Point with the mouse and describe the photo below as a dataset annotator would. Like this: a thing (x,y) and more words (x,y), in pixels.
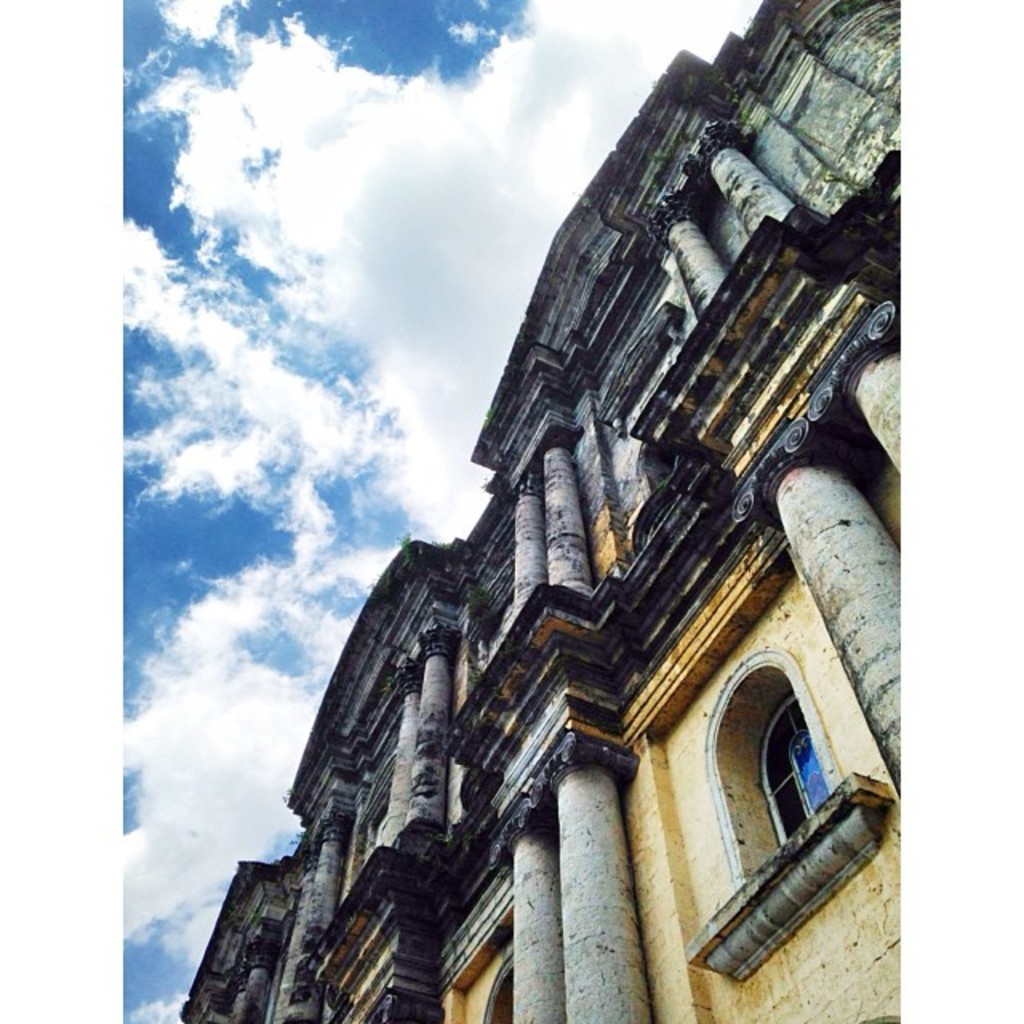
In this image we can see a building (521,629). On the building (520,722) we can see the pillars (516,823) and a window (736,757). On the left side (165,372), we can see the cloudy sky (276,511).
